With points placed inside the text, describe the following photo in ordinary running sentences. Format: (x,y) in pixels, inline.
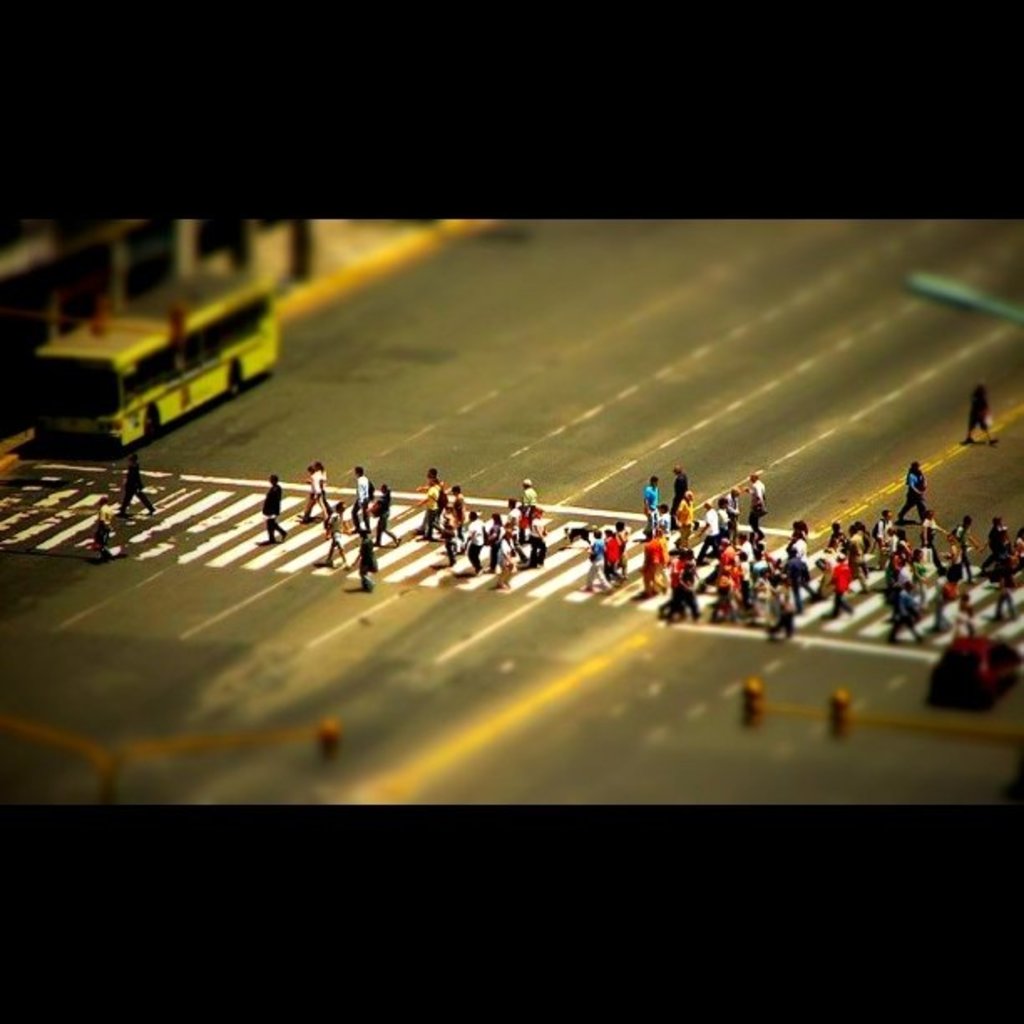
In this image there is a road (352,589) and we can see people (495,559) walking. There is a bus (151,429) on the road (388,595) and we can see traffic lights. On the right (989,650) there is a car (983,675).
